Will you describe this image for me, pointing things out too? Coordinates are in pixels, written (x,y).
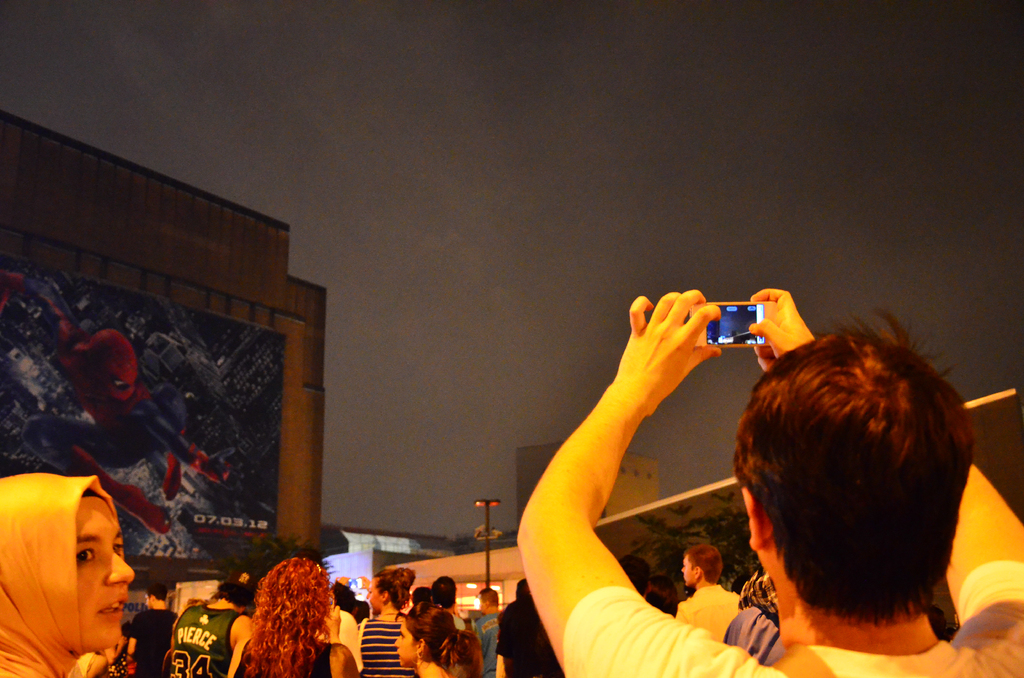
In this picture there are many persons (472,659) watching to the sky (507,437). A person (695,354) is holding a mobile phone (718,331) and taking a video and to the left side (183,420) there is a poster spider man poster (165,469).
